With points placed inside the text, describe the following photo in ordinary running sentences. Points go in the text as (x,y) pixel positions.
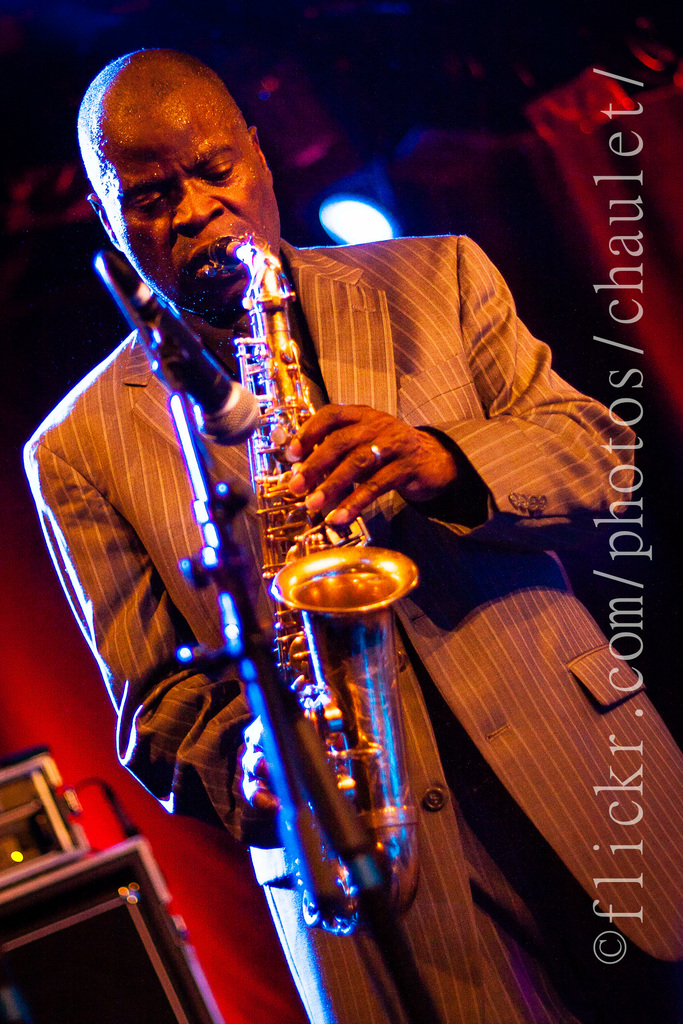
In this image we can see a man (337,258) is playing a musical instrument (362,545). Here we can see a mike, light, and few objects (47,763). There is a dark background (452,199). On the right side of the image (619,402) we can see text (619,575) written on it.
